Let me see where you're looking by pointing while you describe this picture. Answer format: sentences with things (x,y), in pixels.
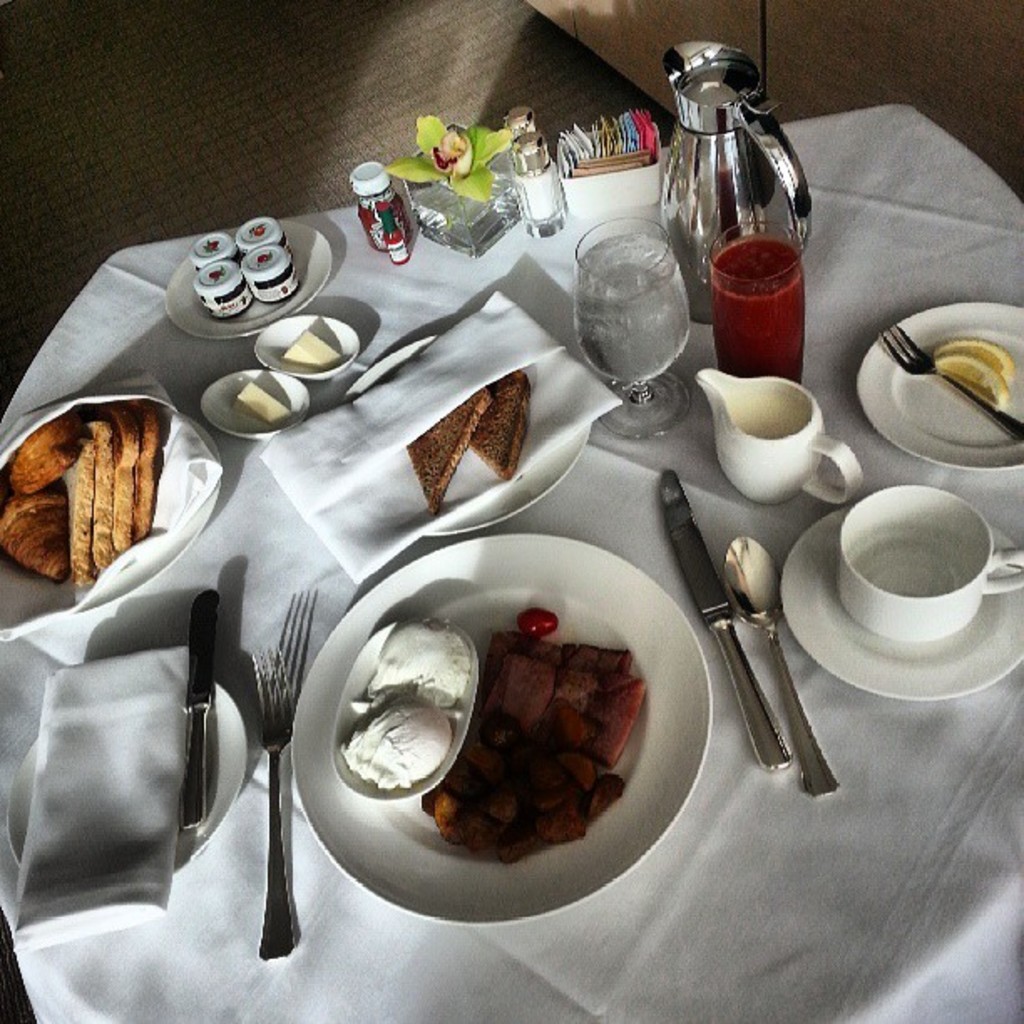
In this picture there is a table (716,878) in the center (672,436) which is covered with white a colour cloth (881,883). On the table (743,833) there are spoon (754,583), knife (703,576), fork (274,699). There are some food (462,428) on the plates (591,549), glasses (631,323), jar (721,182), cup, and small bottles (274,256).
